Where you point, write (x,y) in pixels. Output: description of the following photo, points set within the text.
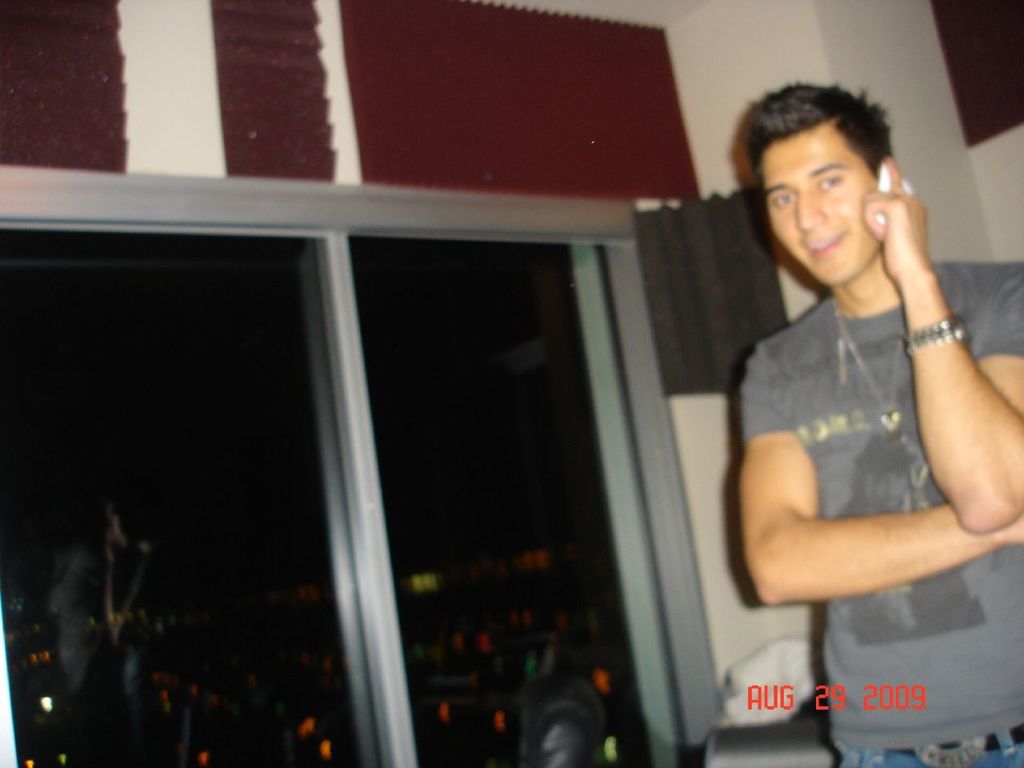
In this picture there is a boy (882,204) who is standing on the right side of the image (821,399), it seems to be he is talking in the phone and there are glass windows (434,337) in the center of the image (573,344), there are lights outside the windows (413,508) and there are foam panels (445,170) at the top side of the image (485,169).
